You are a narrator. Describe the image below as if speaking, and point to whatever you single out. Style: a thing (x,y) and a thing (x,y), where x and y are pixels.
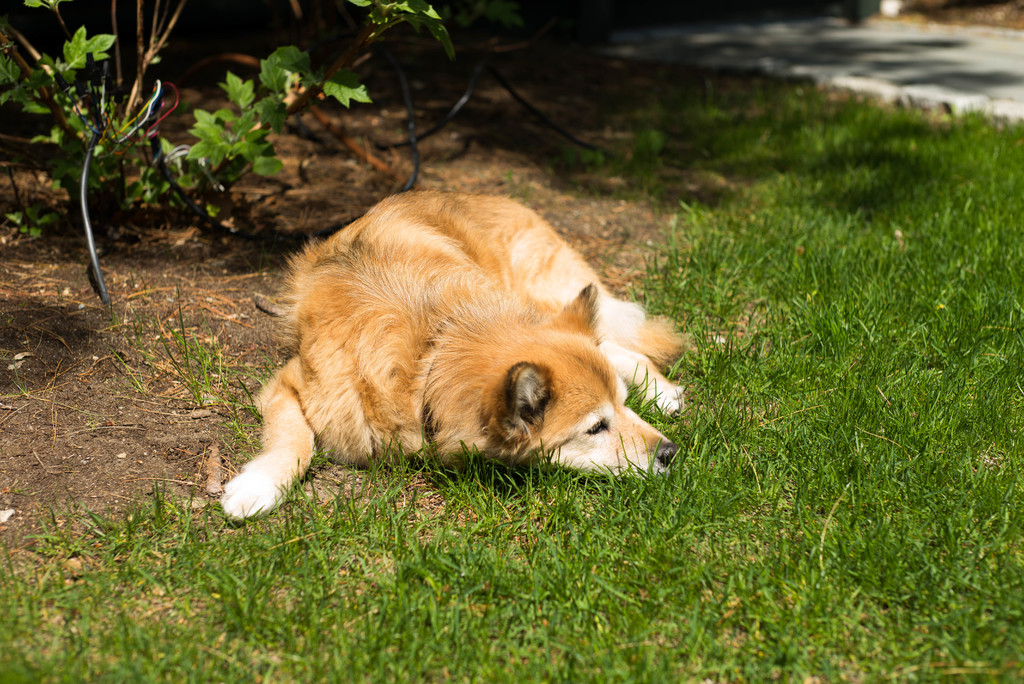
In this image we can see a dog (565,359) lying on the land (165,354). We can also see the plant (241,98), wires (90,243), grass (763,339) and also the road (854,55).
